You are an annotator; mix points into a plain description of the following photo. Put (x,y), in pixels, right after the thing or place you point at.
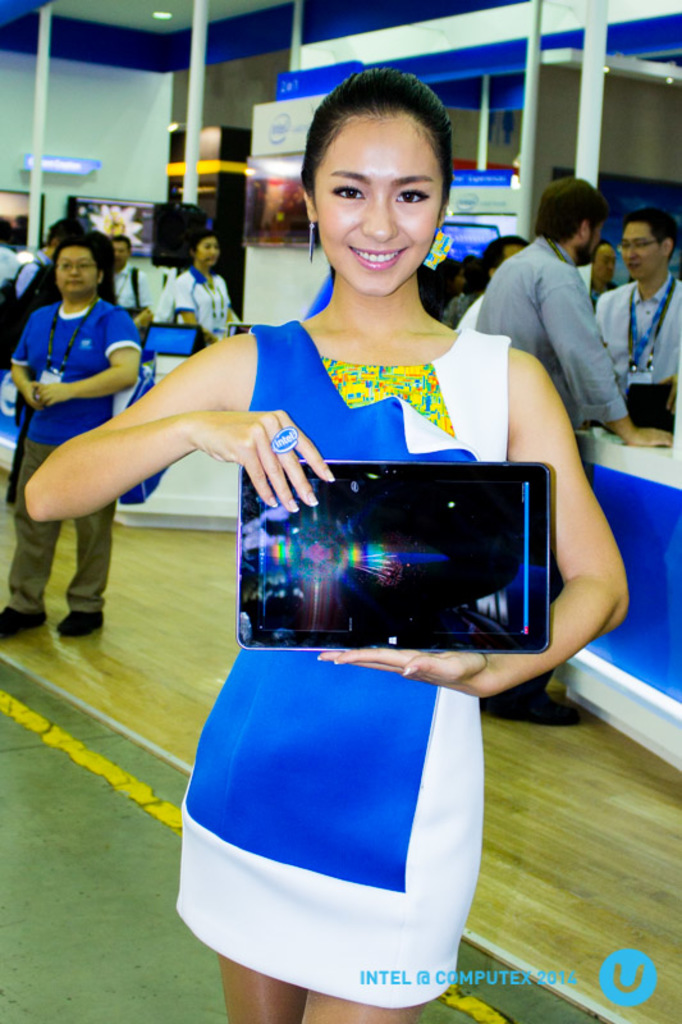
In this picture there is a woman (373,679) standing and holding a tab (376,551) in her hand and there are few other persons (92,294) standing behind her.
